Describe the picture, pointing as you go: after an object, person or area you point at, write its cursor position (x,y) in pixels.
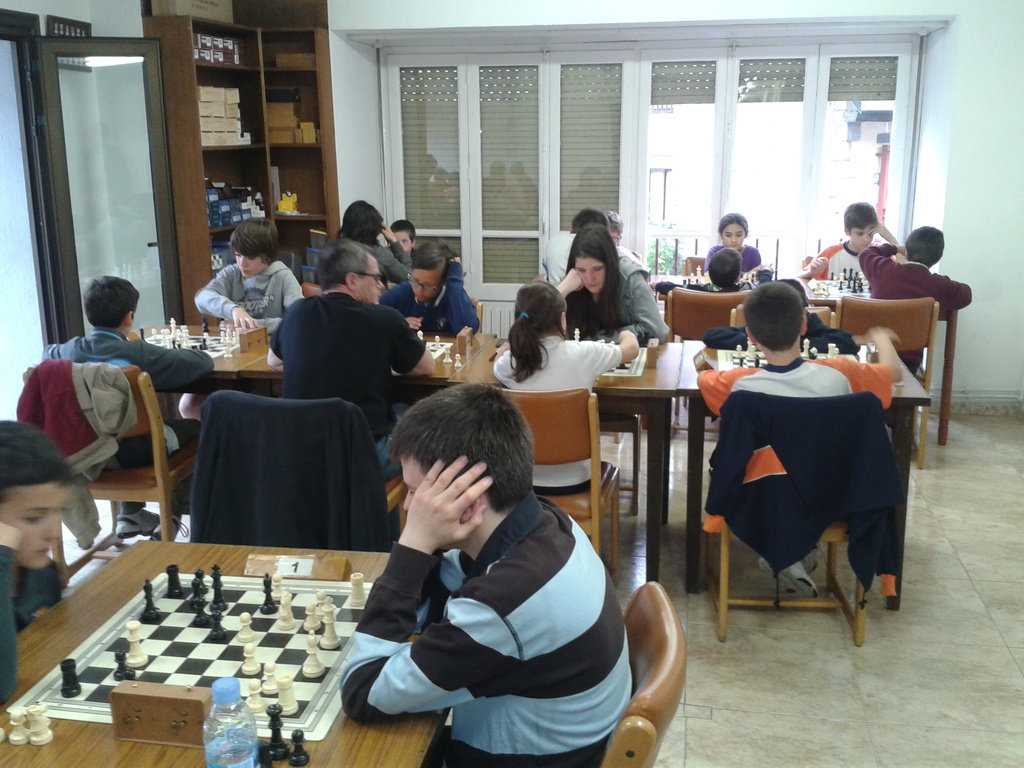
A picture of a room (158,322). Far this rack (263,69) is filled with boxes (244,201). Persons (552,247) are sitting on chairs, in-front of them there are tables (49,671), on this table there is a bottle (236,716), chess coins (258,695) and chess board (170,662). On this chairs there are jackets (310,407). This is window (573,112).
